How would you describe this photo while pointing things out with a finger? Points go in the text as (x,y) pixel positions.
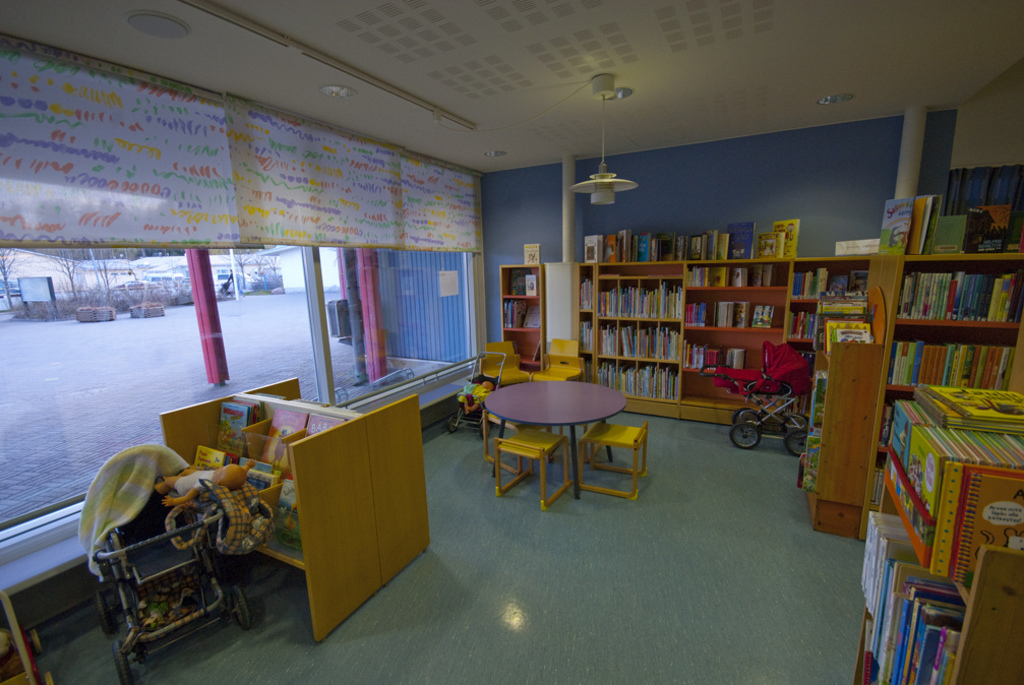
We can see table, chairs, stroller (180,549), toy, cupboards (779,325), books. This is floor (679,611). On the background (726,173) we can see wall (741,196), glass window (386,314). From this glass window (151,339) we can see road (108,379), trees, house (50,267). On the top (599,198) we can see light (602,180).
